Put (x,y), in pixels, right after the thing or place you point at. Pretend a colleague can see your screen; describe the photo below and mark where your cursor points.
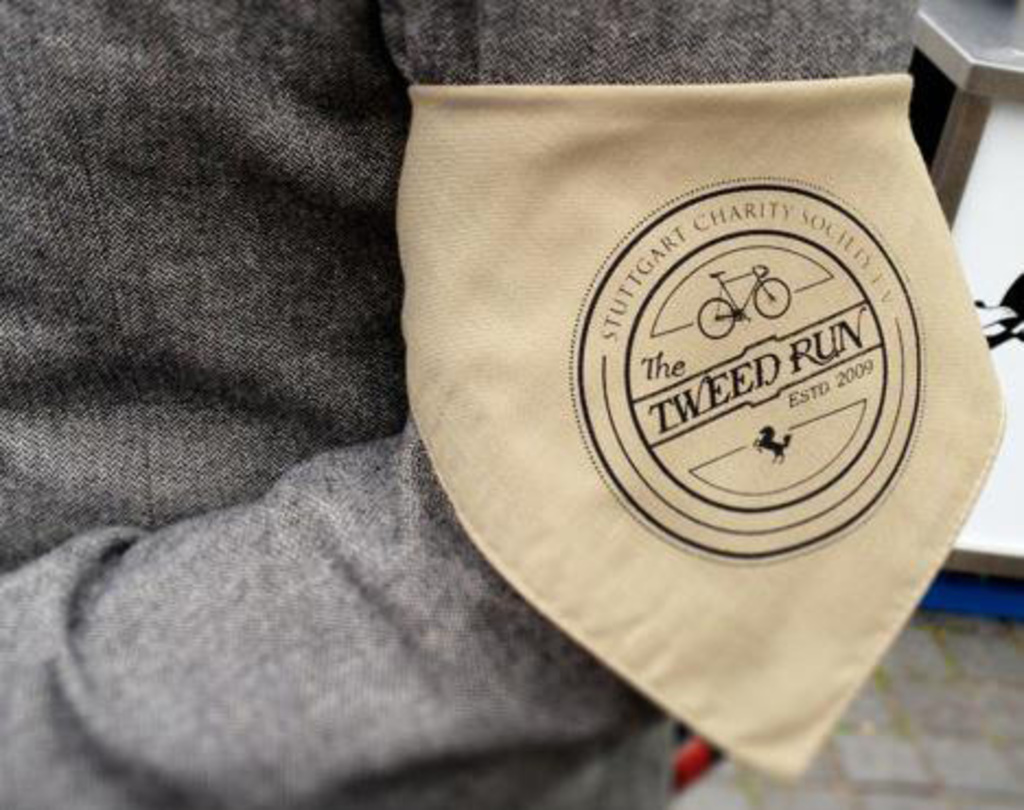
In front of the picture, we see a grey color cloth (255,556) and we see a cream color cloth (577,364) with some text (756,396) written on it. I think it is the hand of the person (337,607). On the right side (993,509), we see a shop (956,240) or a building (961,235) in white color.
